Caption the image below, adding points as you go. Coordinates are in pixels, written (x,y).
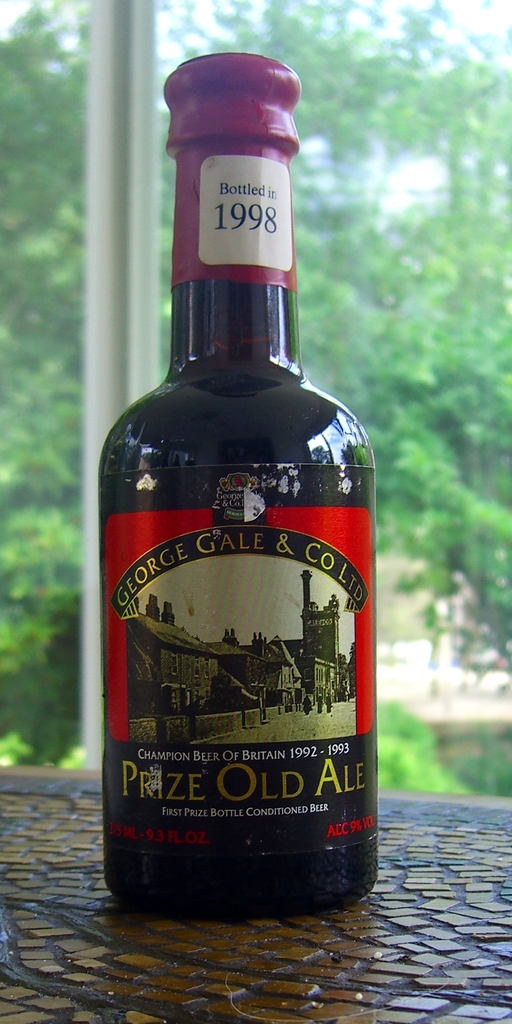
This is a zoomed in picture. In the foreground (193,191) there is a bottle (291,652) placed on an object (309,917). In the background (281,52) we can see the sky (482,46), trees (397,285), plants (399,761) and a metal rod (84,635) and we can see the text (228,544) and the pictures (214,669) of some buildings (259,663) on the bottle (286,664).
